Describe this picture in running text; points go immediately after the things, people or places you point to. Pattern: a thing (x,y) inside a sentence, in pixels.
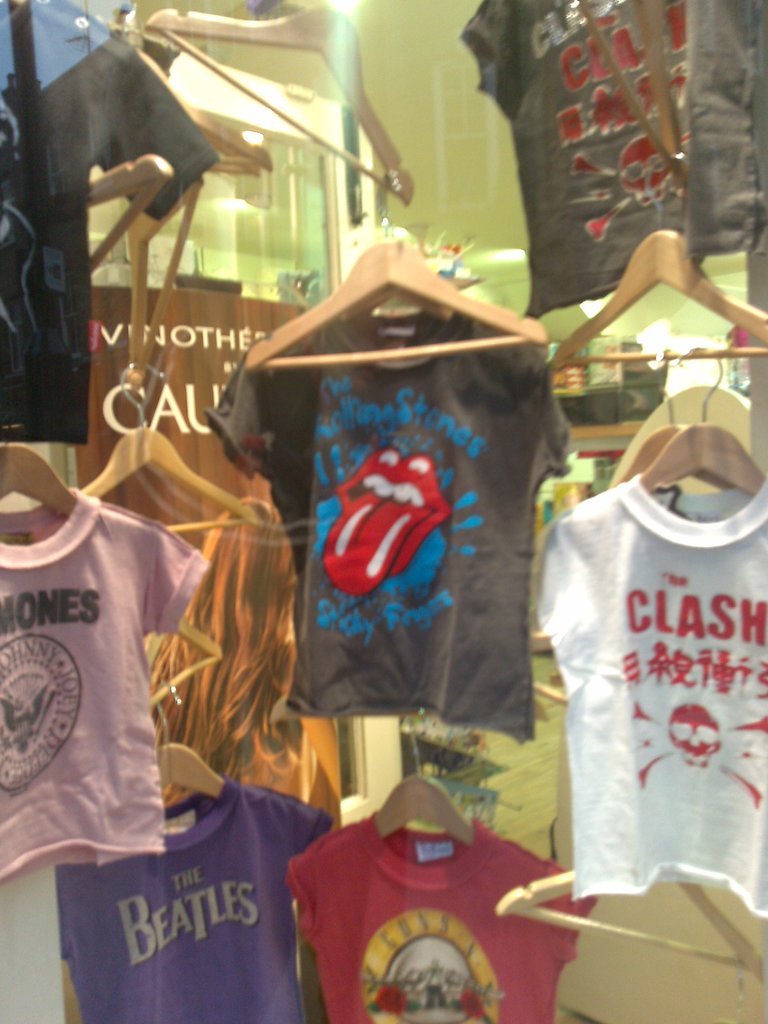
In the picture I can see clothes (321,574) are hanging on hangers (180,470). In the background (209,229) I can see some other objects (306,229).
